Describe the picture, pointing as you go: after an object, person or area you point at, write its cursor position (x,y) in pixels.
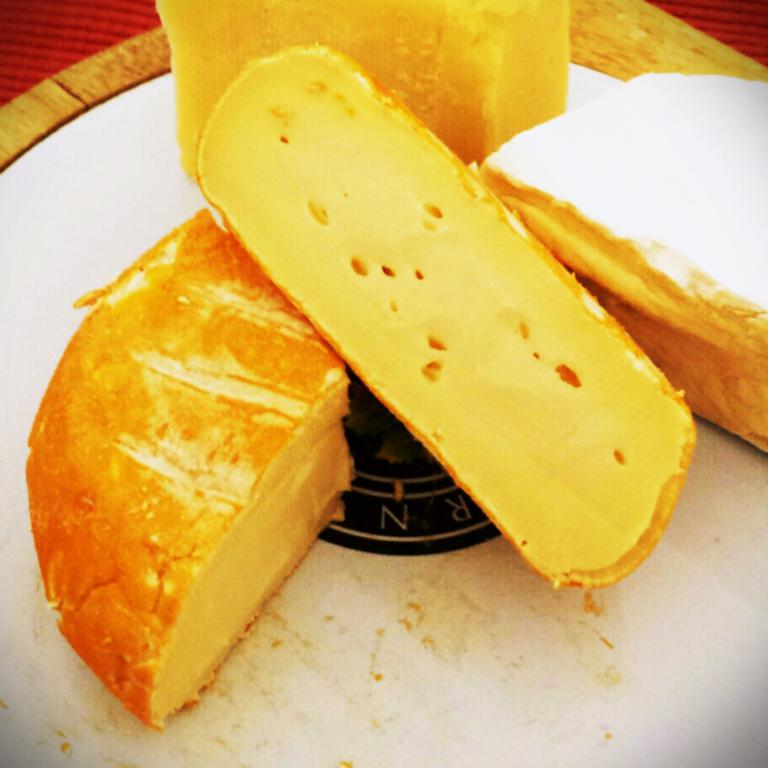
In the picture I can see some food item (59,585) is kept on the white color surface (2,470). Here I can see some object (77,44) is in red color.
